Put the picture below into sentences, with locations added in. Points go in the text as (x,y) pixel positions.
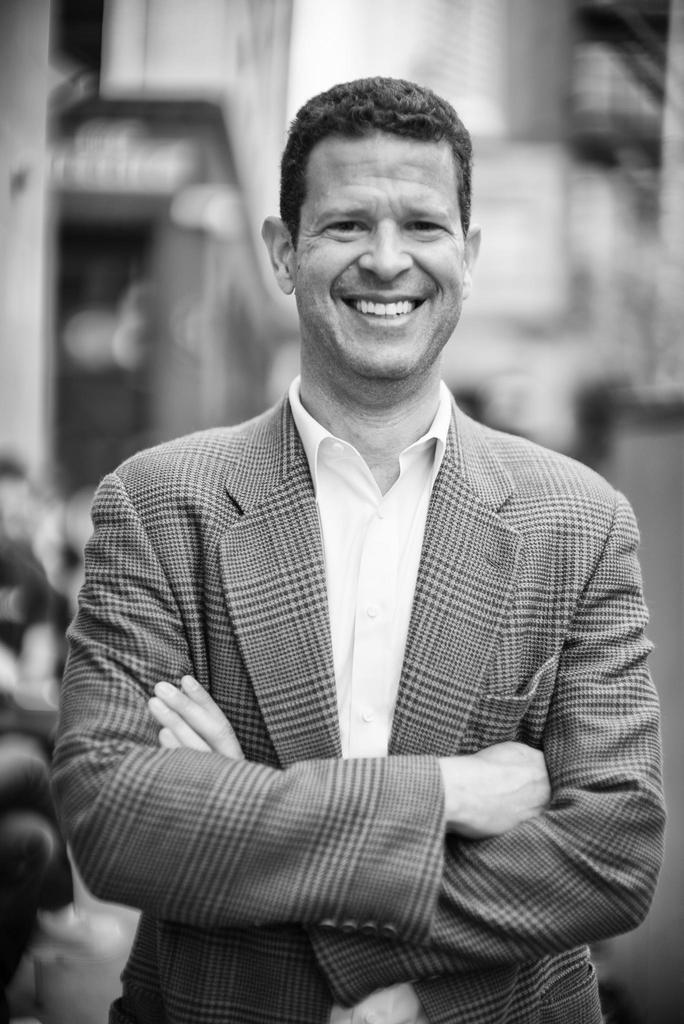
It is a black and white picture. In this image, we can see a person (397,544) is watching and smiling. He folded his hands (232,788). Background (27,360) we can see the blur view.
